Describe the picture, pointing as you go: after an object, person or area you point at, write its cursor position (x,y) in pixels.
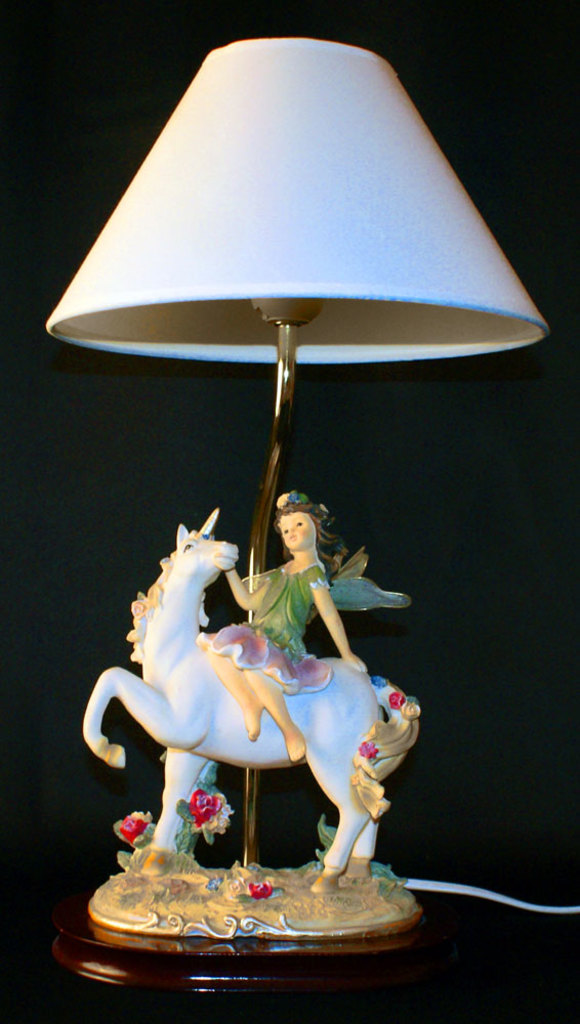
Background (93,42) portion of the picture is completely dark. This picture is mainly highlighted with a designer lamp (184,326) with girl (282,610) sitting on a horse toy (373,732).
